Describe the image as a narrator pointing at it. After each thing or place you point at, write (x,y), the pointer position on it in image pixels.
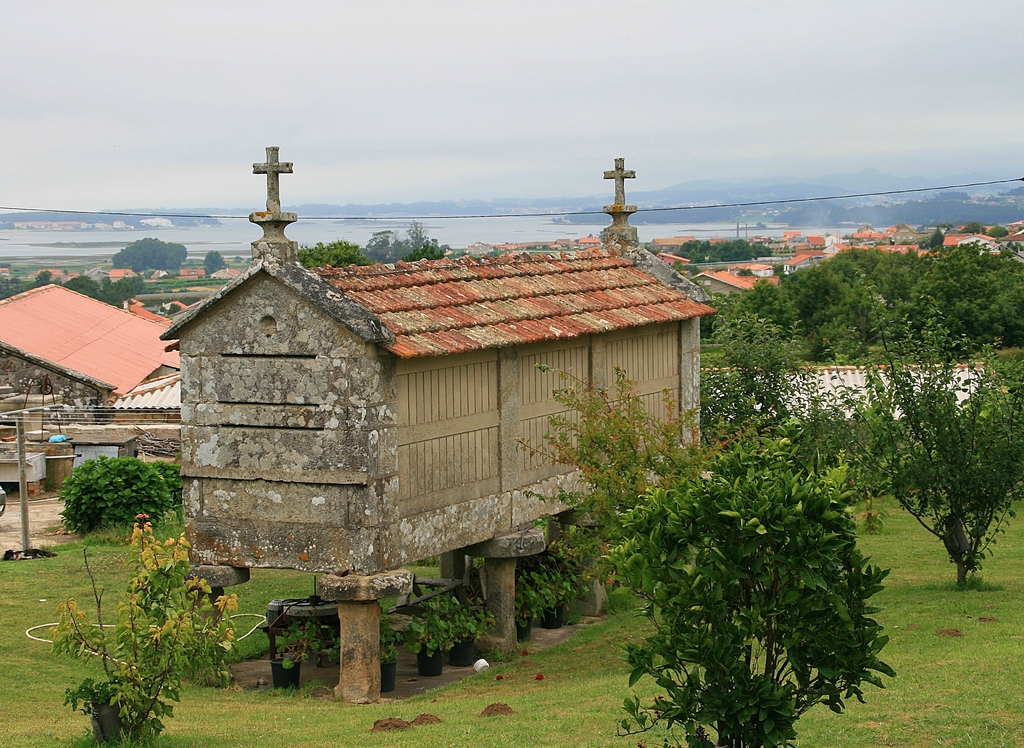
In this picture we can see grass (853,746) at the bottom (845,732), we can see trees (726,628) and houses (563,292) in the middle (434,292), in the background (405,226) there is water (221,247), we can see the sky (200,205) at the top of the picture (411,151).
